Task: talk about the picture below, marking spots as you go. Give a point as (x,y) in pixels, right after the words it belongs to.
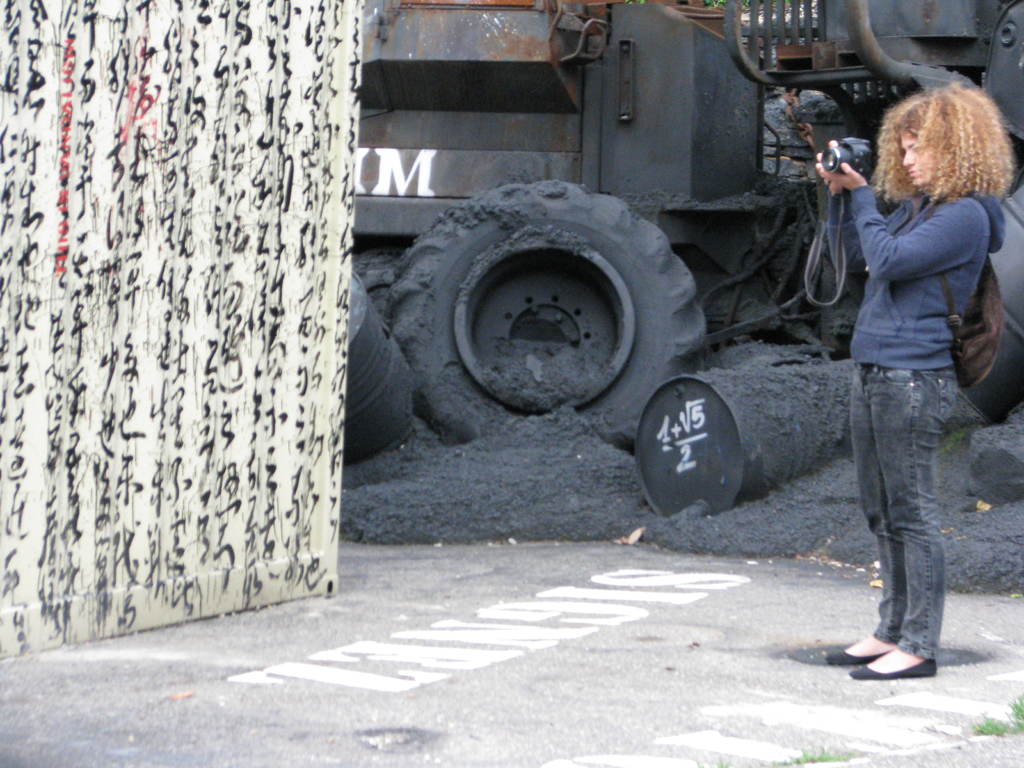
In the image we can see a woman (882,361) standing, wearing clothes (865,383) and she is holding a camera (862,171) in her hand (844,171). She is carrying a bag (951,299) on her back (938,320). Here we can see the road (534,542), grass (1020,723), wall (79,210), metal drums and metal object (511,264).
